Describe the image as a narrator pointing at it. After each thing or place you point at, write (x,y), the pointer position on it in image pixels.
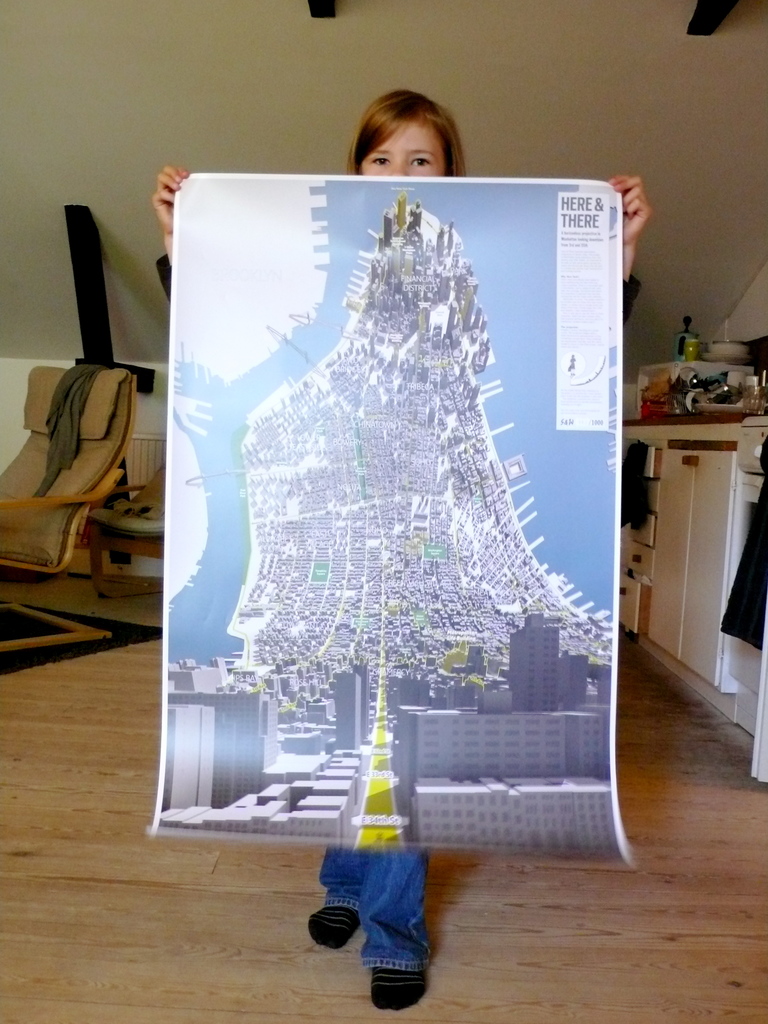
In this image I can see a girl (412,157) holding a photo (603,217). In the background (108,579) I can see a chair (59,378) and few stuffs (659,376).
